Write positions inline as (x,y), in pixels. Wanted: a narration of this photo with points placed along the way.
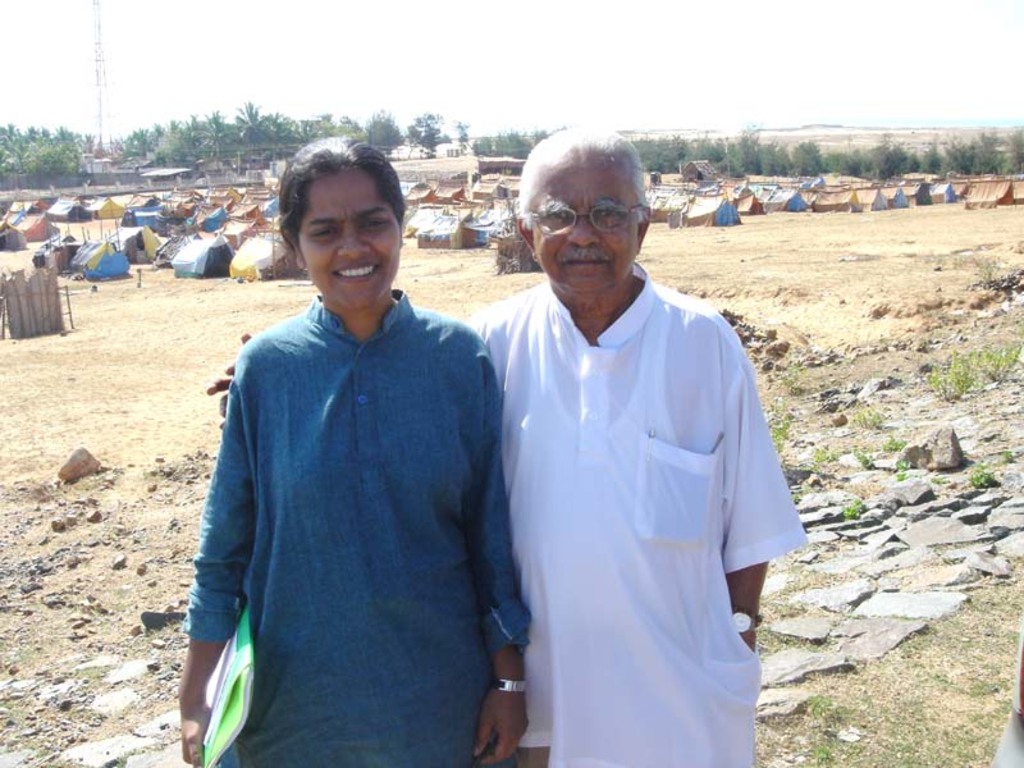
In this picture I can see a man (526,549) and a woman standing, there are huts (39,208), there is a tower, there are trees (260,121), and in the background (623,76) there is the sky (507,108).
